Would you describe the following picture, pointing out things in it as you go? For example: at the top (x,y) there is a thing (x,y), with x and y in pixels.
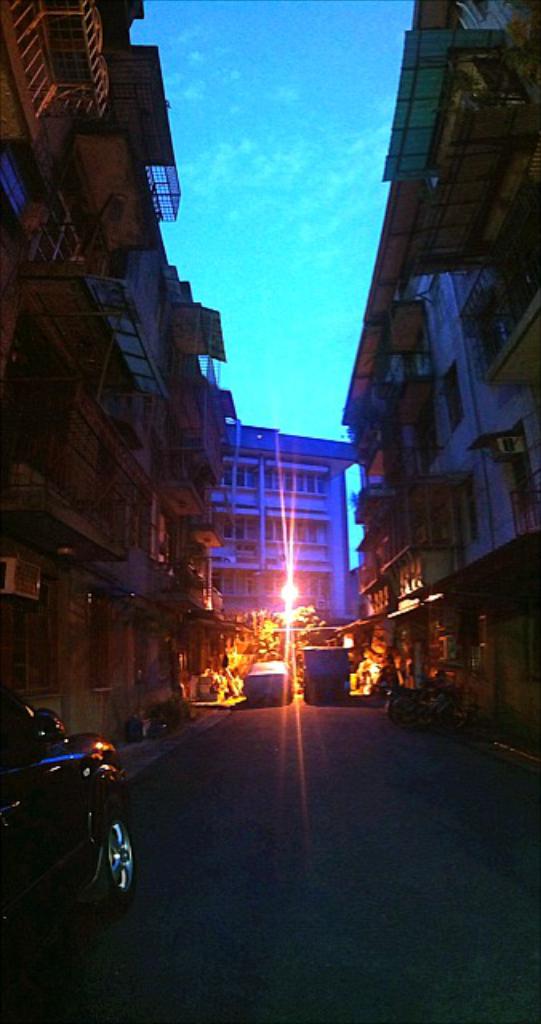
This picture shows few buildings (62,84) and we see couple of car (291,701) and a vehicle (304,673) parked and we see a motorcycle (407,712) on the side and a blue sky (307,287).
